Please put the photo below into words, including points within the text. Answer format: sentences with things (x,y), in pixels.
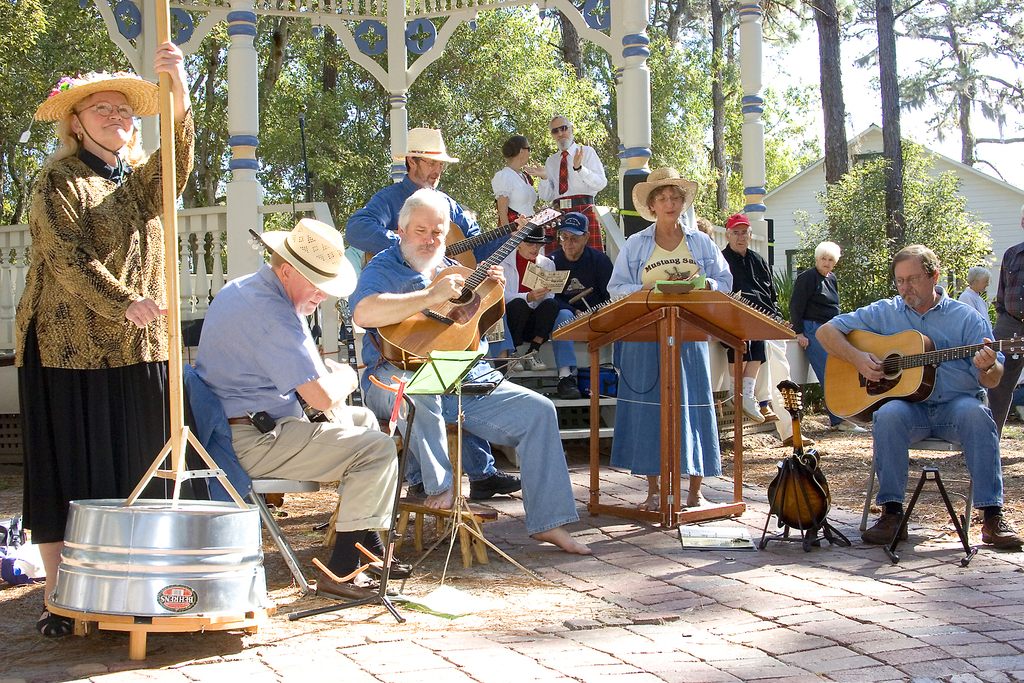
Here, we see many people (508,210) standing. Among them one two three four, four are playing guitar (847,364) and the woman (629,459) in blue dress (656,343) is singing and the woman (62,177) wearing hat (137,83) and spectacles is standing near the pole (167,337) and playing musical instrument (167,217). Behind these people (647,258), the couple (522,300) are sitting and reading the book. Next to the woman (714,251) singing, the man (749,236) is watching her who is wearing black shirt (762,305) and white pant (781,359) with red cap (731,224) and he is also wearing spectacles (738,232). Behind them, we find a house (963,183) and on background (671,42) we can see trees (720,43).
